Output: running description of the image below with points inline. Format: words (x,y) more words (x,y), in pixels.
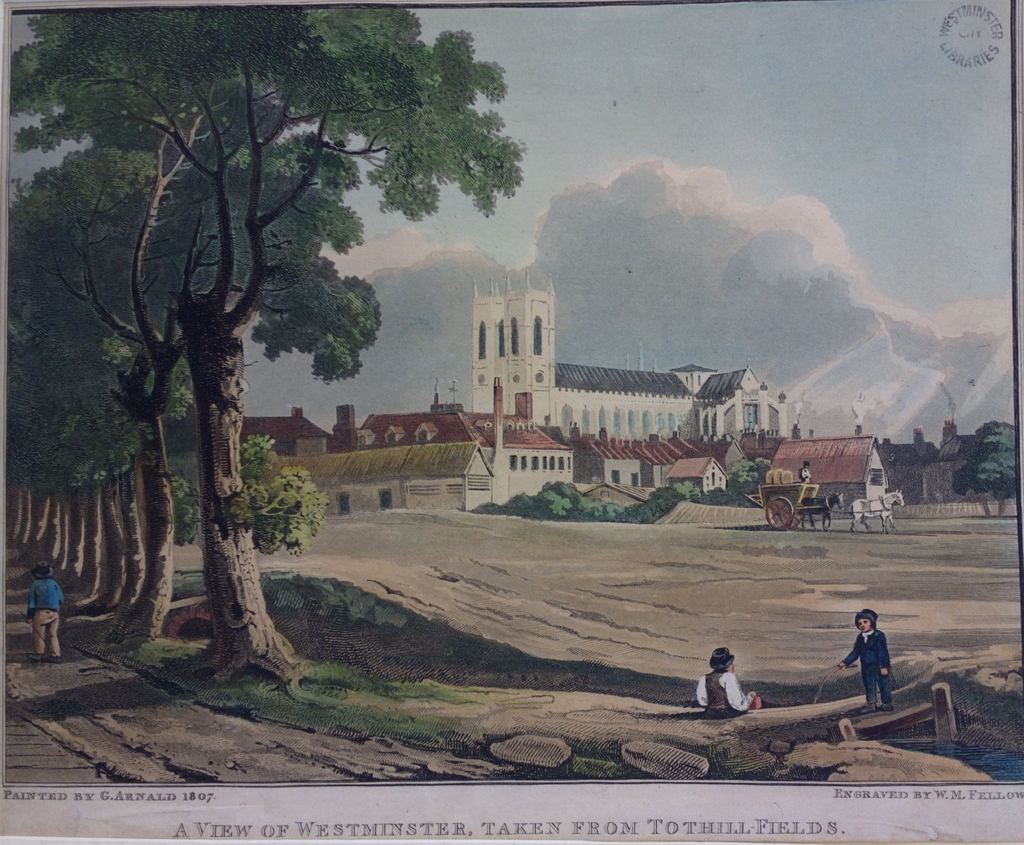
This image consists of a picture of a painting. In the middle of this picture (454,479) there are few buildings (539,451). On the left side (163,376) there are many trees (213,515) and one person (35,595) is standing on the ground (77,699). In the bottom right-hand corner (879,667) there are two persons (863,656). On the right side (771,498) there is a cart (788,506). At the top of the picture (713,90) I can see the sky (809,101) and clouds (712,255). At the bottom of this picture (396,827), I can see some text (514,828).
